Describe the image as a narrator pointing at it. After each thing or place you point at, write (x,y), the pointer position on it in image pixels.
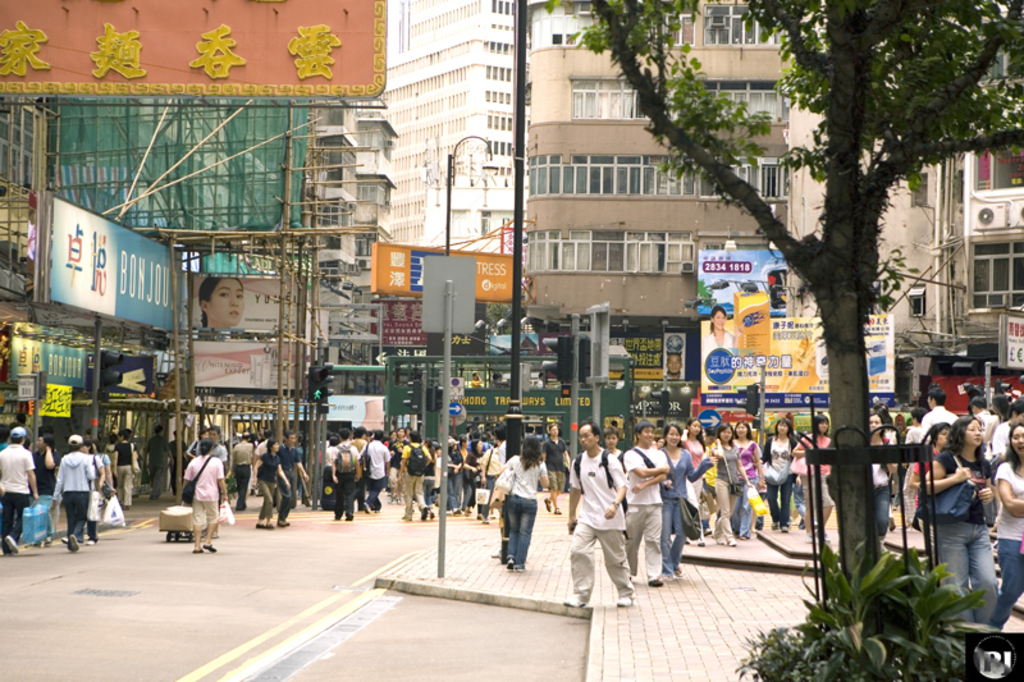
The picture is taken in the city (797,6). In the foreground of the picture (611,493) there are many people (406,460) on the road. In the foreground (447,440) there are poles (595,420), signals (321,382), hoardings (258,361), plants (903,598) and a tree (856,160). In the background (419,131) there are buildings (589,107), pipes (939,204) and a hoarding (197,51).
